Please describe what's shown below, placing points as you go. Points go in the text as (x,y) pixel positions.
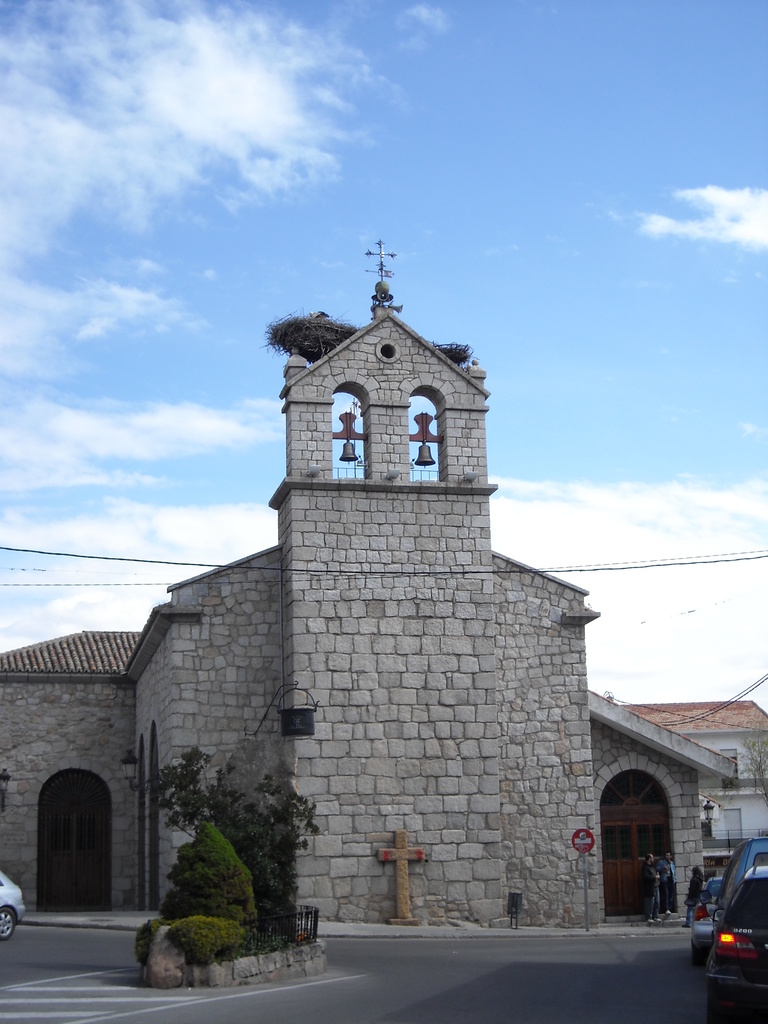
In this image I can see few vehicles (721,877), trees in green color and I can see few persons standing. In the background (429,686) I can see few buildings (466,688) and the sky (495,240) is in blue and white color.
